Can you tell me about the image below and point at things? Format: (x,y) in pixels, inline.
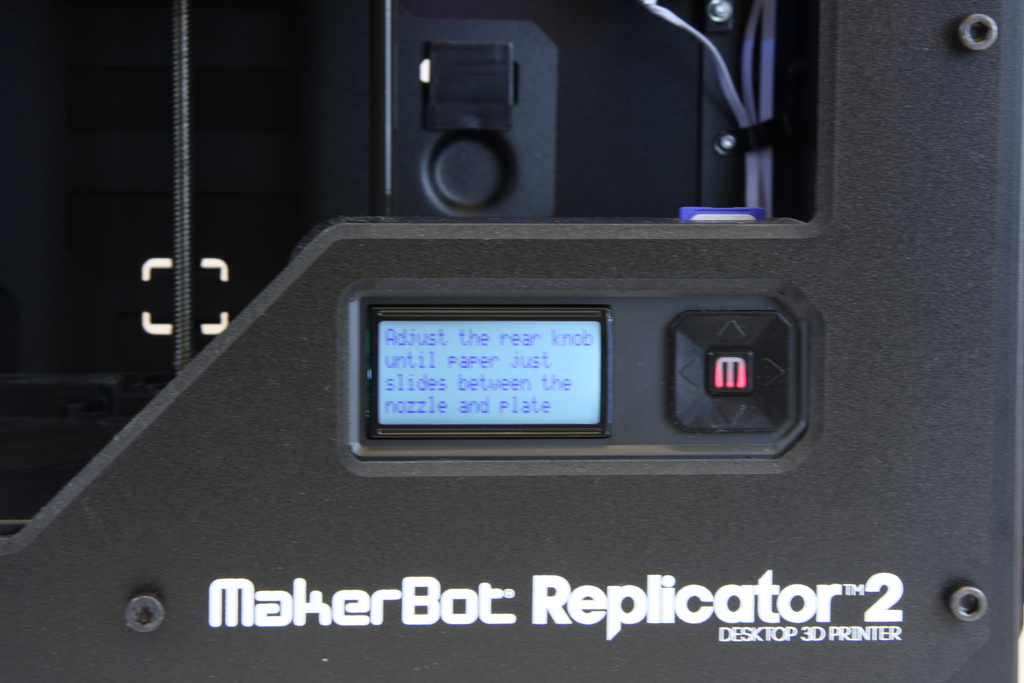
In this picture a machine (503,364) is there. In the center of the image (486,368) we can see a screen (477,361) with text (525,379) and a button (744,354) are there.
